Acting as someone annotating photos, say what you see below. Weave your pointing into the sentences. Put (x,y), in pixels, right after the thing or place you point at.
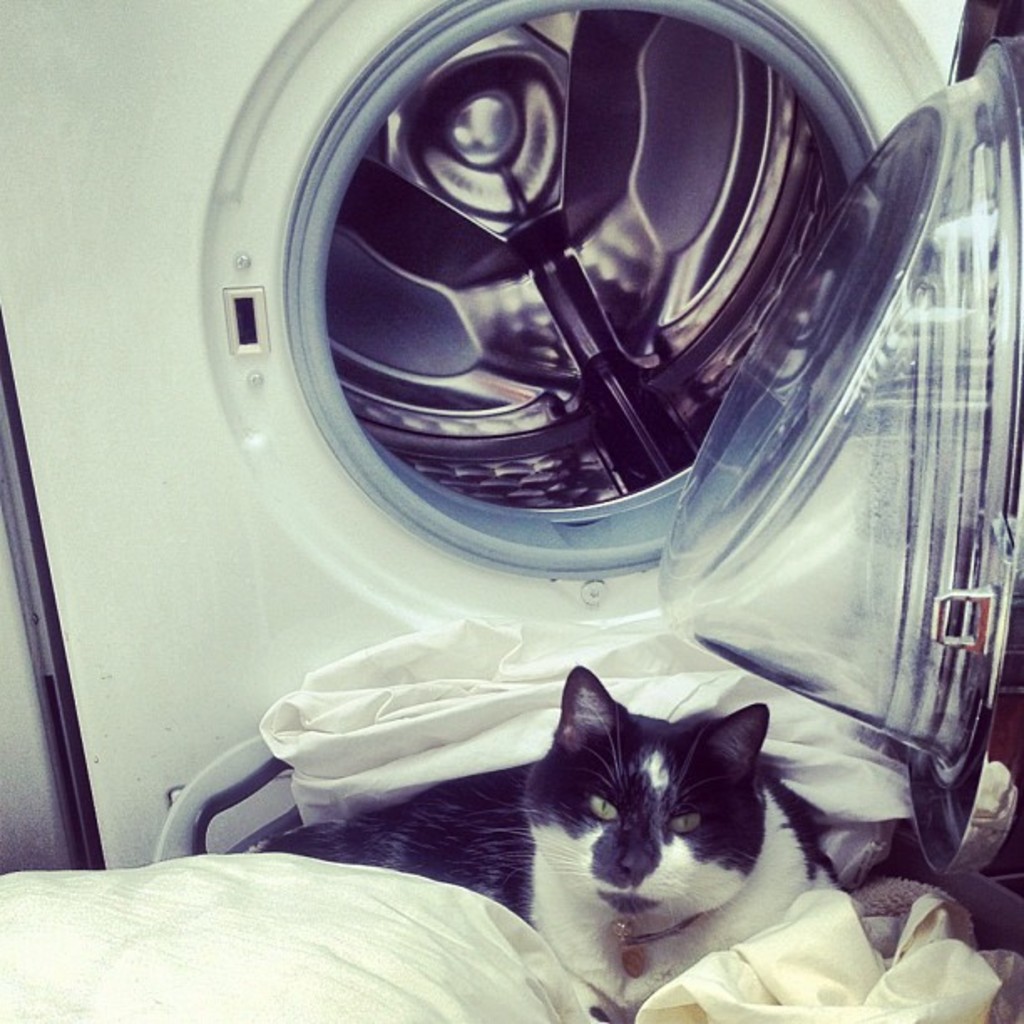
In this image we can see a cat (491,789). Here we can see the clothes (388,934). This is looking like a washing machine (575,569).
